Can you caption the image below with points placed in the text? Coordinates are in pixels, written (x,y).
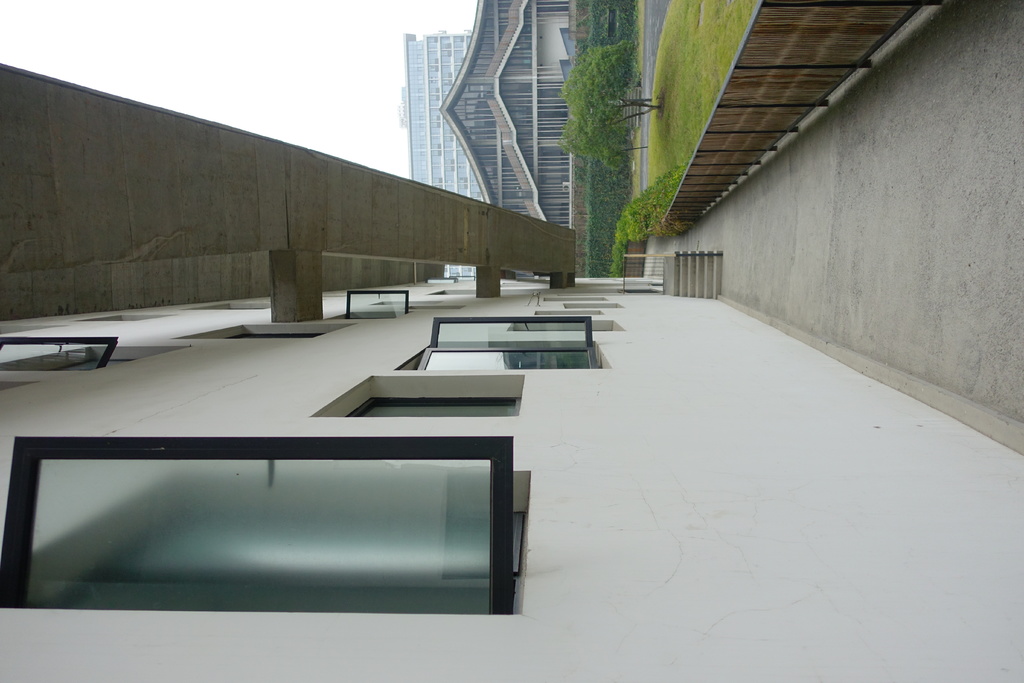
In this image, we can see buildings (554,171), trees (599,119) and at the bottom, there is ground (882,240).
